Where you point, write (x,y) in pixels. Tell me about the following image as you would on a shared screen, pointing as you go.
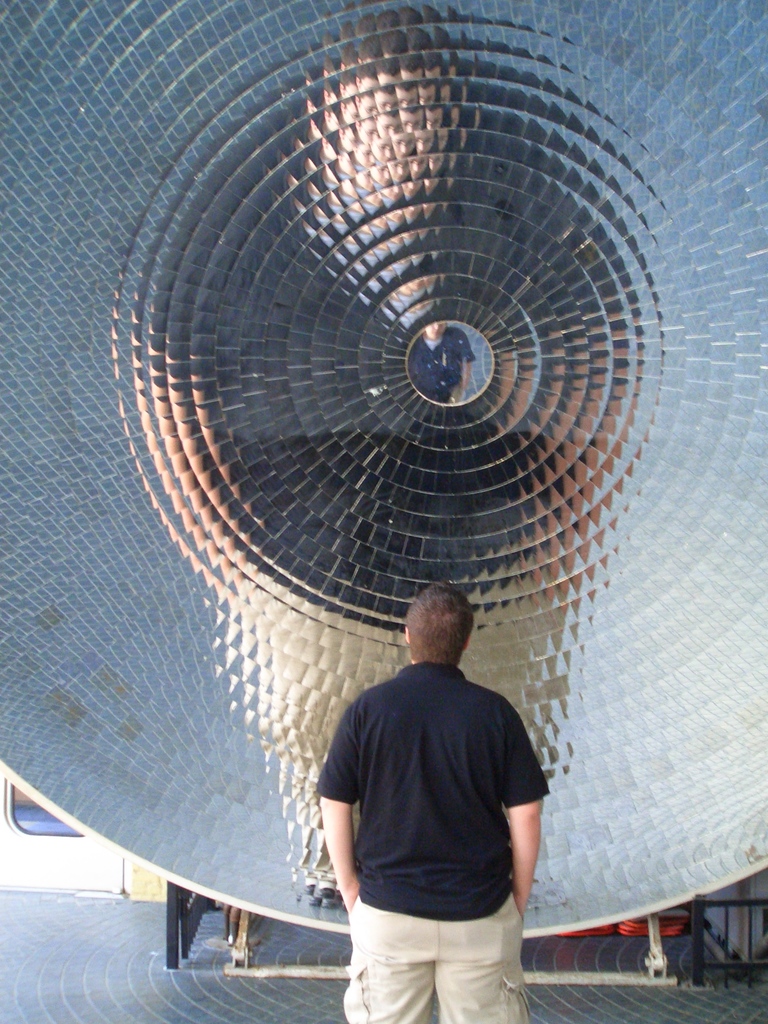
In this image we can see a person (432,867) standing on the floor (165,990) and a metal object (208,652) in front of the person (412,933).
